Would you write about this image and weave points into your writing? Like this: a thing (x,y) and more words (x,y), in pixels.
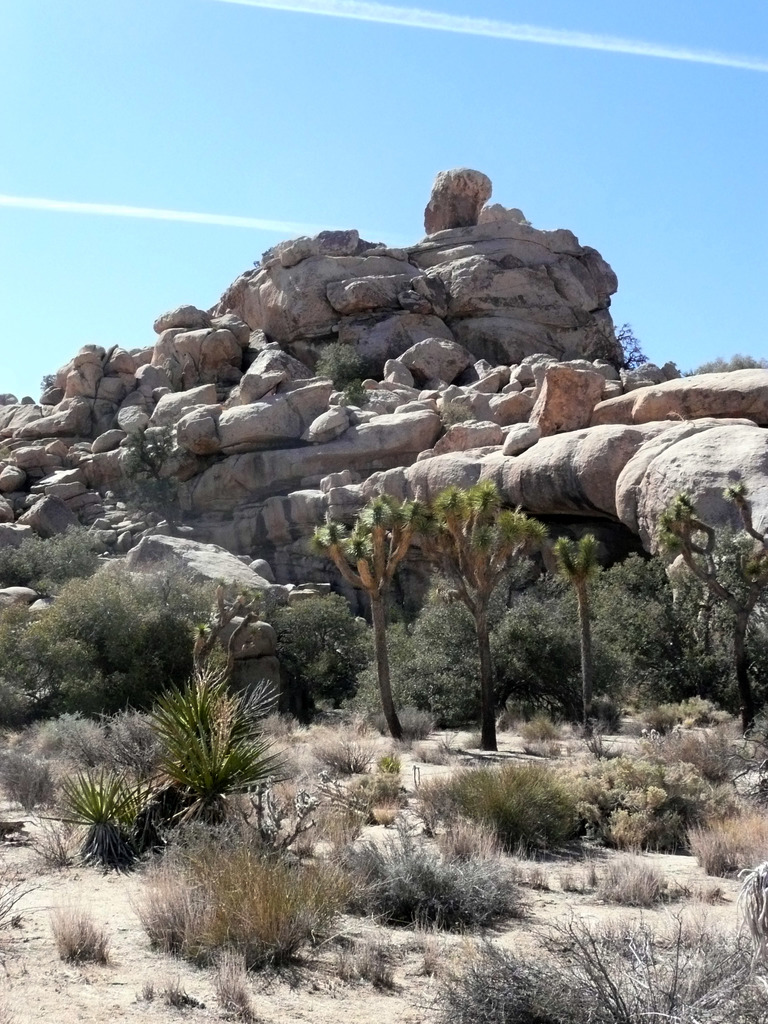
In this image I can see trees (485,712), plants (314,874) and rocks (411,611). In the background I can see the sky (332,135).
